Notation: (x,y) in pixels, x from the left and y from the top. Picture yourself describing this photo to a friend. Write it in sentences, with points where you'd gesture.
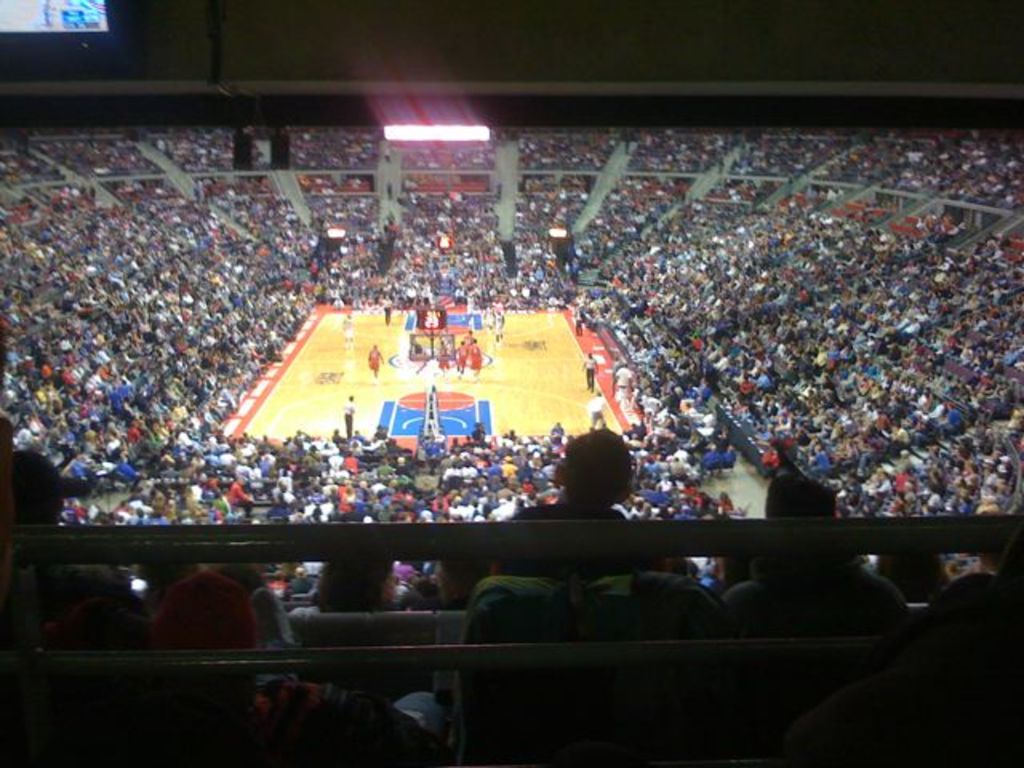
Here in this picture we can see number of people (248,283) sitting in stands (131,359) present over there and in the middle (456,418) we can see the basketball court (382,364) present, as we can see players (443,364) playing the game over there and at the top (442,132) we can see light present over there.
